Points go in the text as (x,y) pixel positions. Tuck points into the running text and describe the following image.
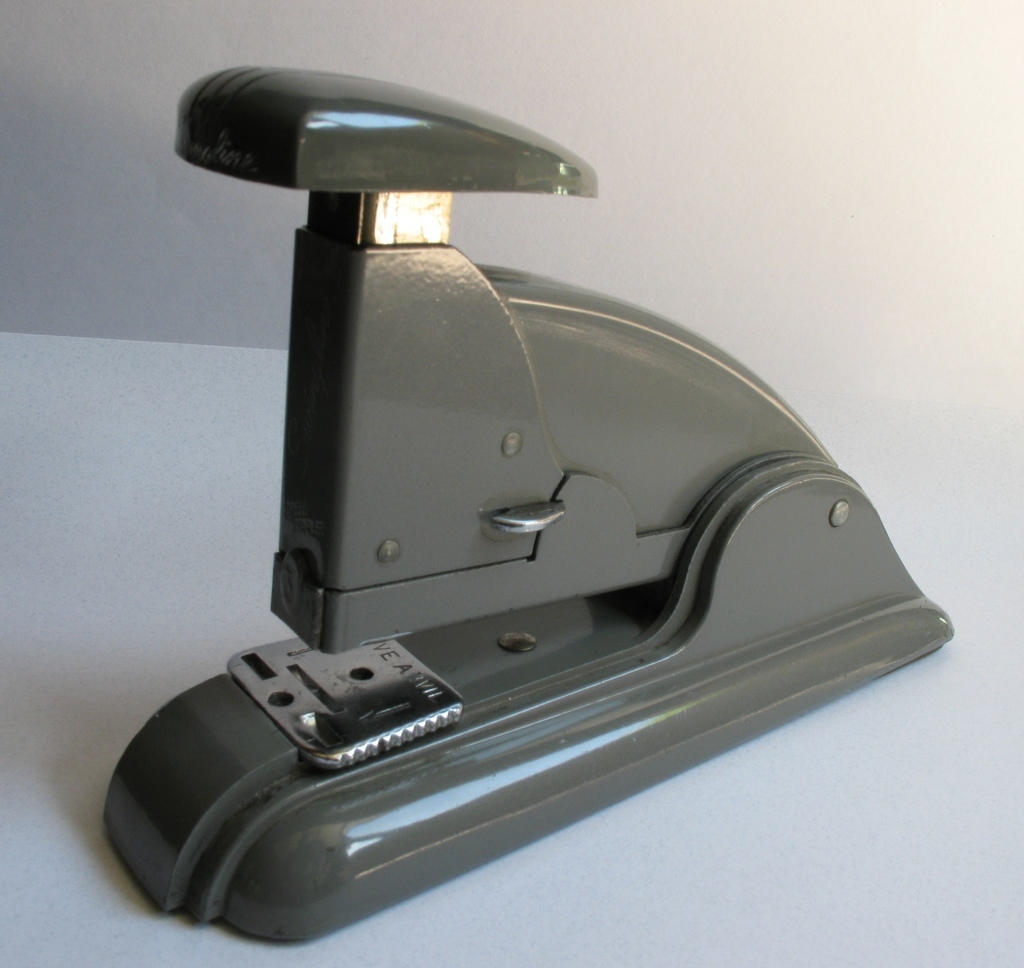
As we can see in the image there is a wall (897,376) and table (860,878). On table (803,858) there is a stapler (435,723).
